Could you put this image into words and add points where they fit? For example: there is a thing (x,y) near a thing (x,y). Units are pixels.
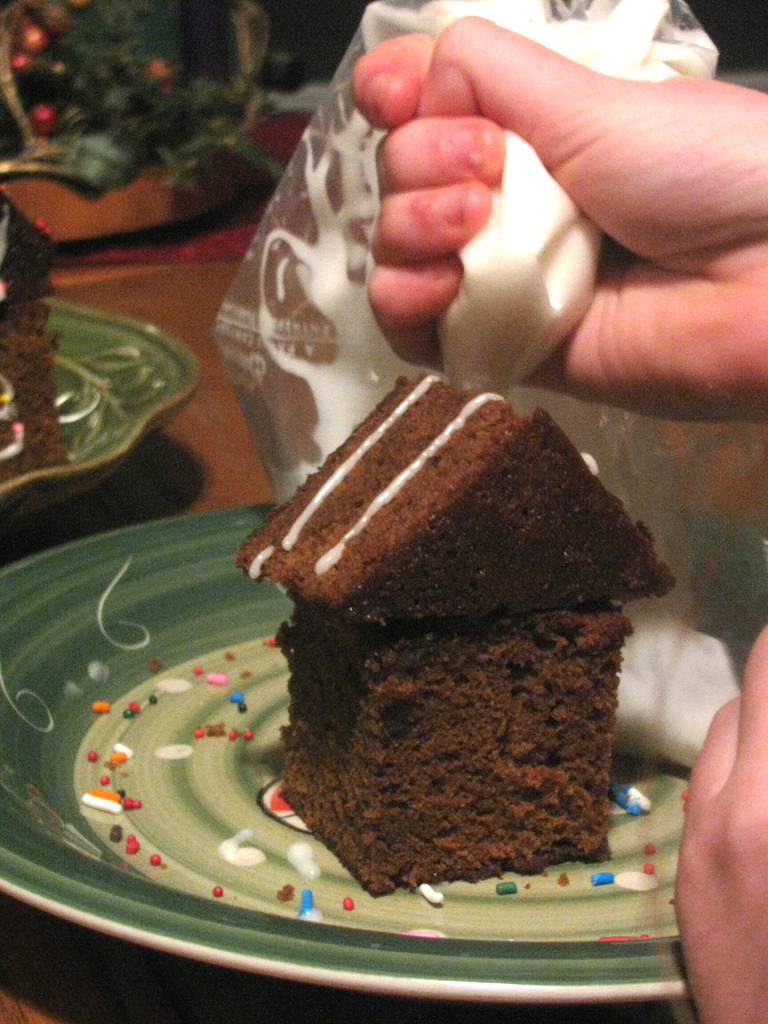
In this image we can see the hands (607,368) of a person (703,267) and the person (605,308) is holding an object (502,258). There are food items (440,730) in the plates (15,618). At the top (149,222) we can see few objects (179,58).
